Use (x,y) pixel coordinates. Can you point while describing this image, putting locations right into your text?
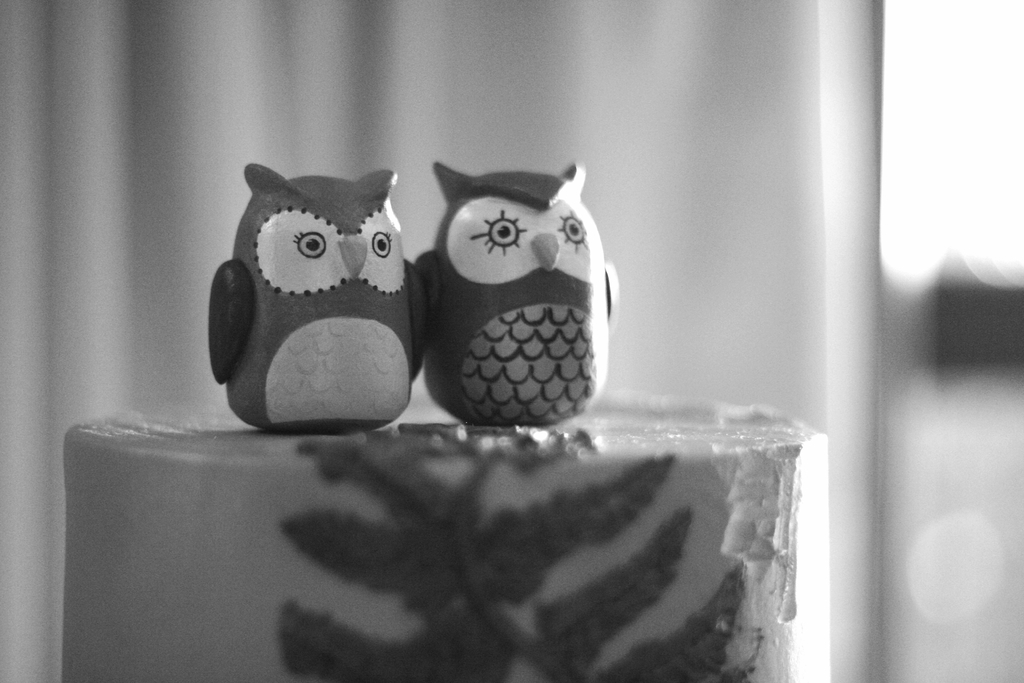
This is a black and white image. There are 2 owl toys (367,305). The background (118,217) is blurred.
